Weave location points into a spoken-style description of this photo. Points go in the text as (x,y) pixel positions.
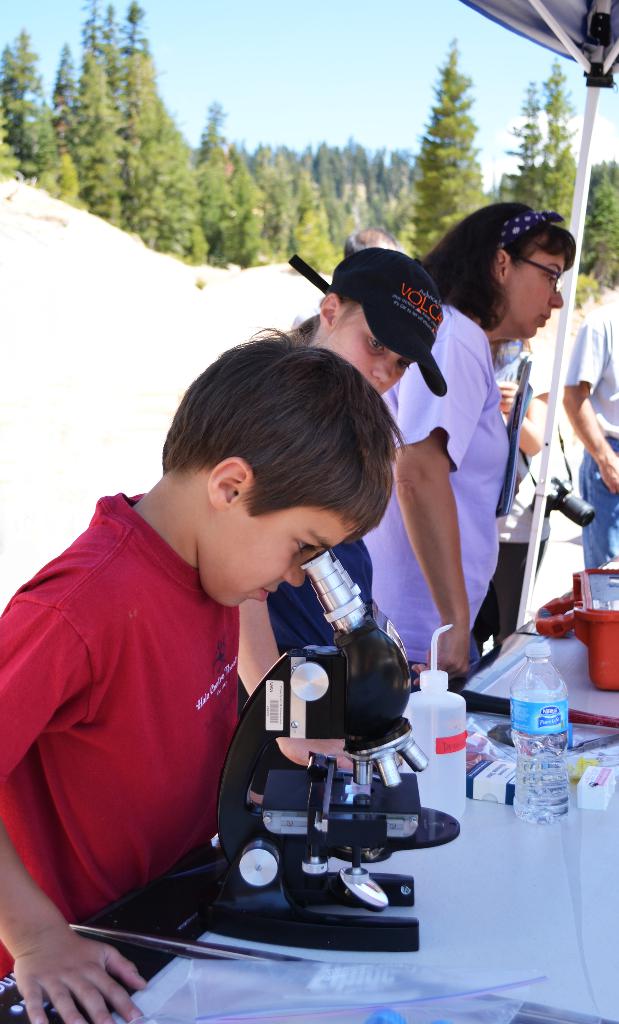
In this image I can see few people (432,534) standing. In front (558,705) I can see the microscope (329,827), few bottles (544,716) and few objects (505,736). In the background (320,163) I can see few trees (4,150) in green color and the sky (316,59) is in blue and white color.
